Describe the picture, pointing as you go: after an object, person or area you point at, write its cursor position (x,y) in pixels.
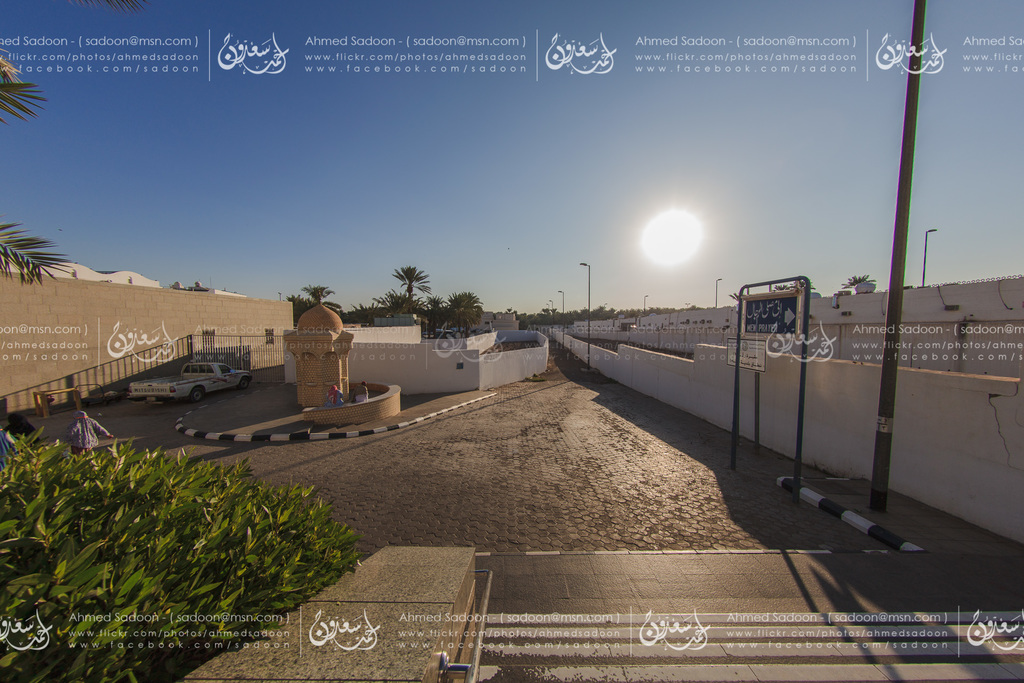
In this image I can see number of poles (788,281), walls (400,326), trees (433,328), few people (342,391) and on the left side of the image (192,396) I can see a white colour vehicle (230,373). On the right side of this image (780,291) I can see a board (774,299) and on it I can see something is written. On the bottom left side of the image (147,502) I can see green colour leaves (187,525). In the background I can see the sun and the sky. I can also see number of watermarks (343,645) on the all sides of the image.
